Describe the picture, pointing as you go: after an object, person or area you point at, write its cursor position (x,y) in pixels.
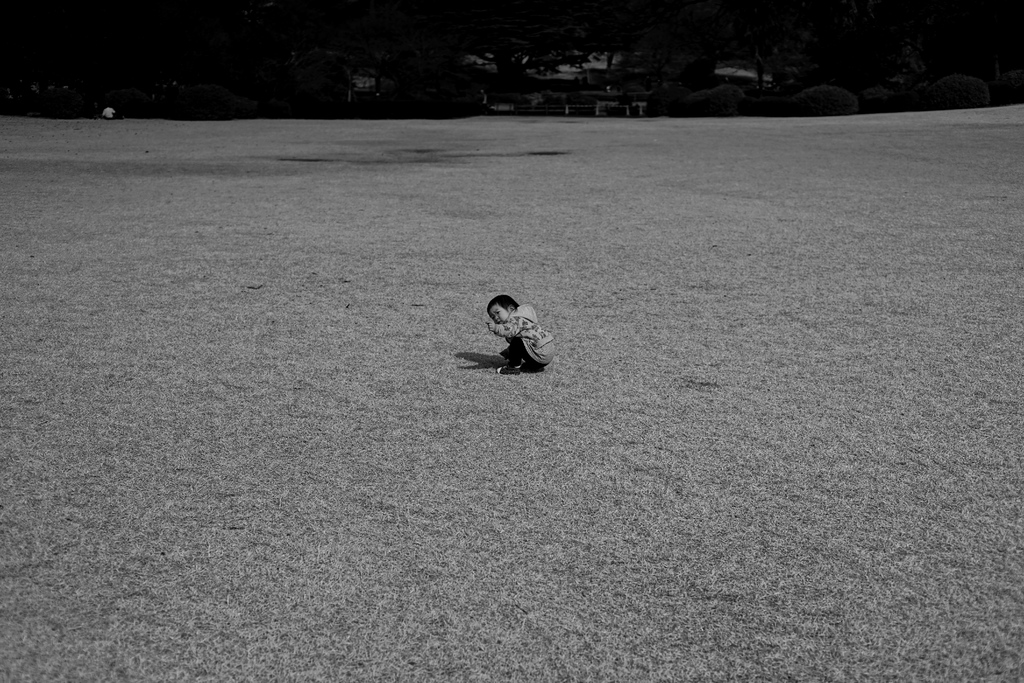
This is a black and white image where we can see a boy (523,314) is sitting on the grassy land (540,438). In the background (450,103), we can see plants (233,112) and trees (380,60).
